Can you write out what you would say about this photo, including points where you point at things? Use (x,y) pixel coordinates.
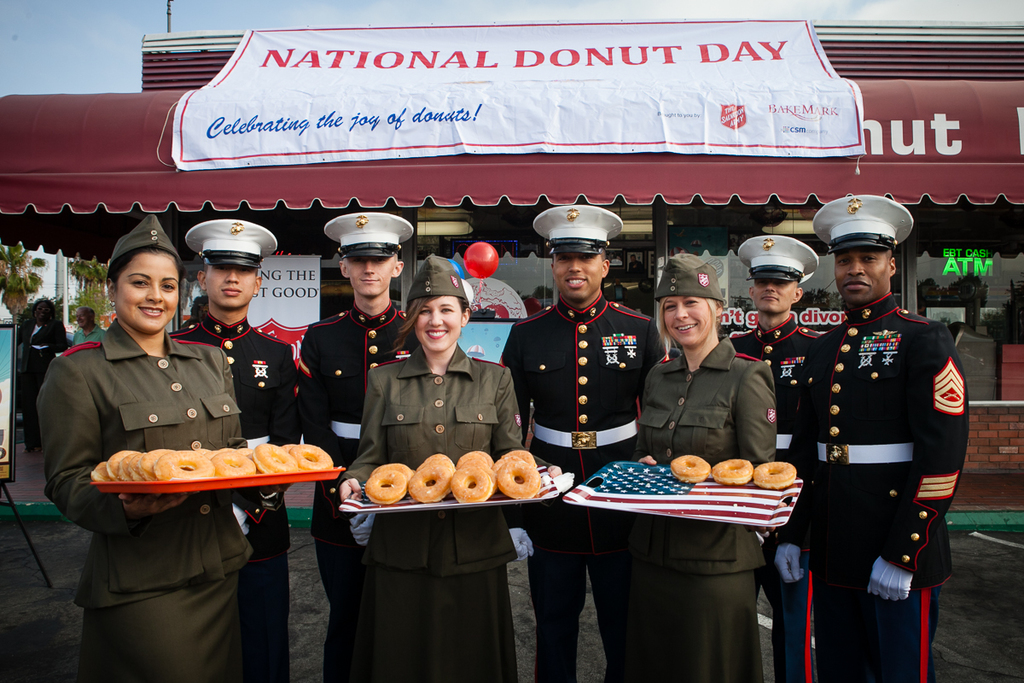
There are three ladies (172,384) standing and holding an object (323,474) which has few donuts (399,463) placed on it and there are five persons (374,262) standing behind them and there is a store (492,160) in the background (587,156).
